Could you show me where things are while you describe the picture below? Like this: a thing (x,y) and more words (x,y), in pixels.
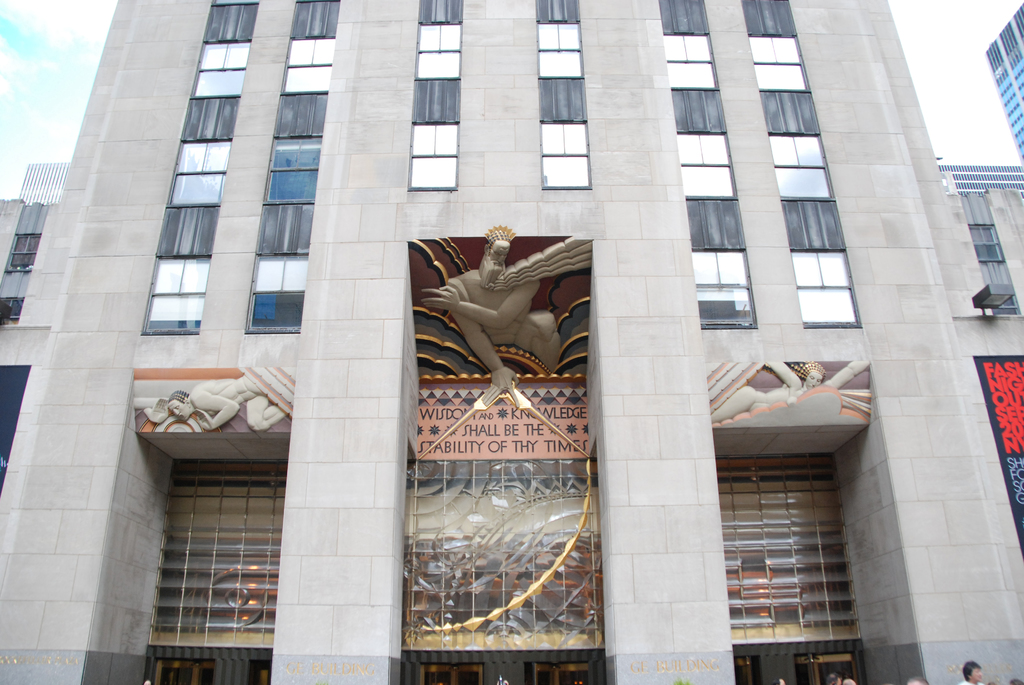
In this picture I can see there is a building (932,418), a statue (488,301) on the building (117,183) and the sky (16,63) is cloudy.
